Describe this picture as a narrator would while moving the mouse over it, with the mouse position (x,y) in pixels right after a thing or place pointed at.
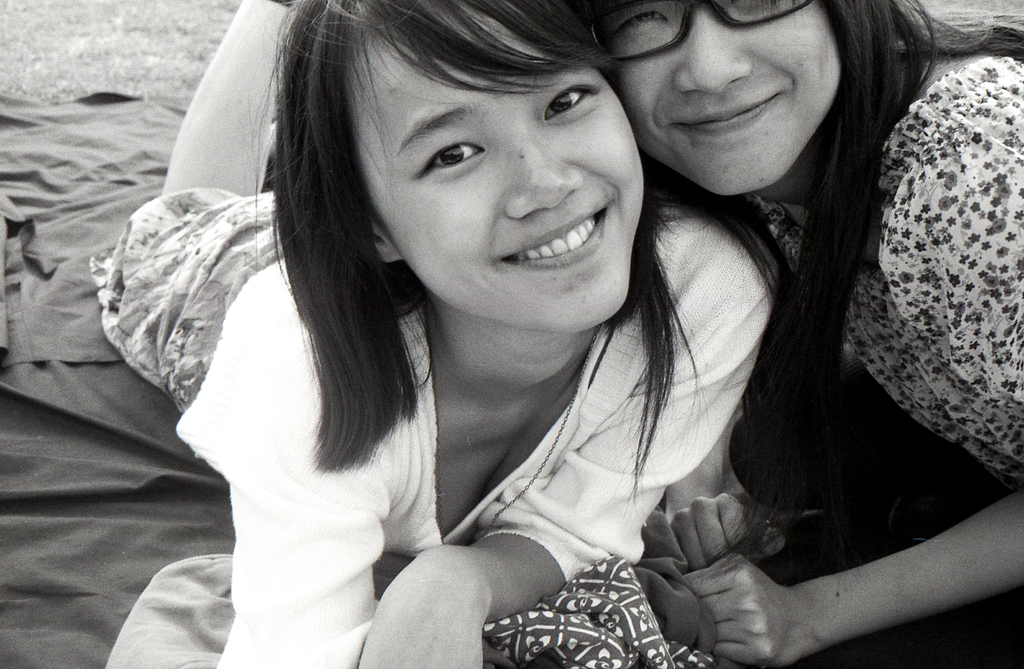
In this image I can see two people (482,290). One person (336,305) is lying on the sheet (78,401). And another person (847,313) is sitting. I can see one person (687,106) is wearing the glasses (669,47). In the back (94,83) I can see the ground (96,47) and this is a black and white image.
